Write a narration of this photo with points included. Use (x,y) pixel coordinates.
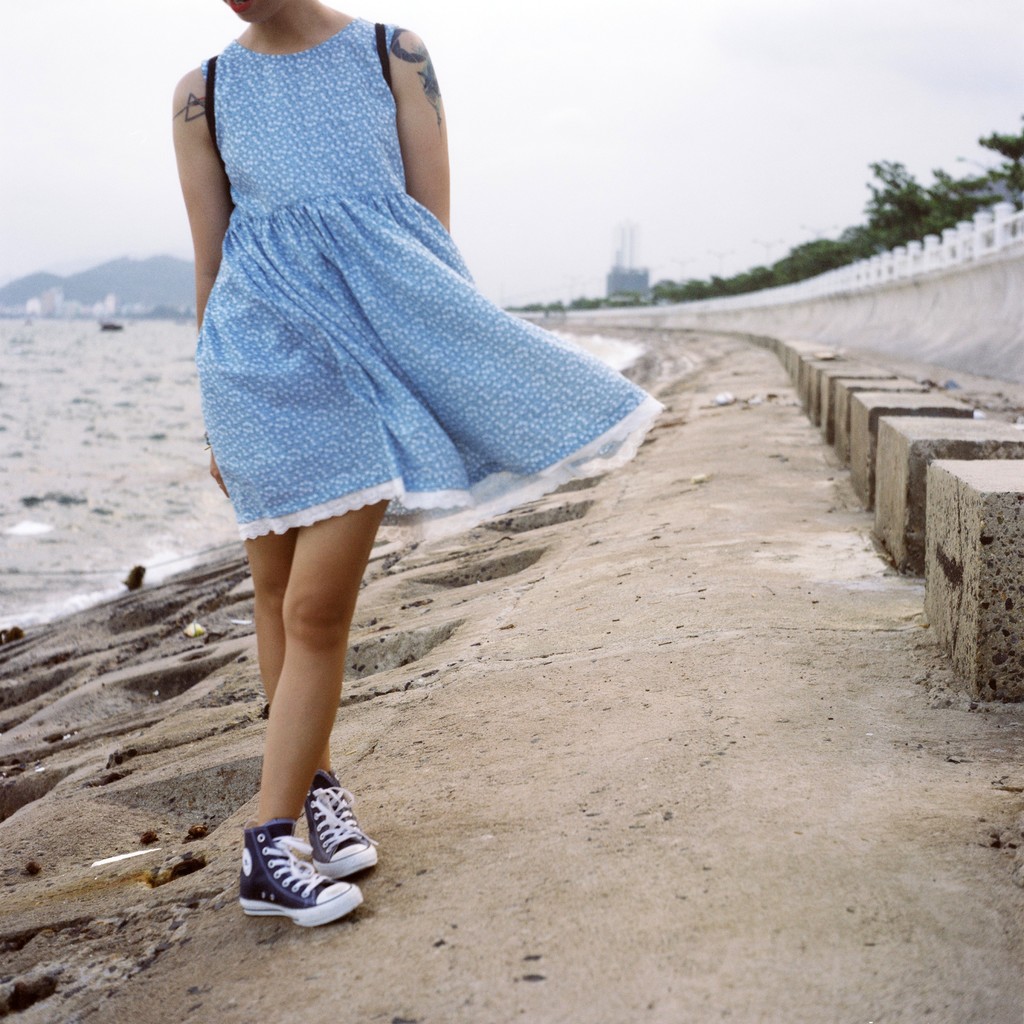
In the foreground of the image (422,67) there is a person (475,291). In the background of the image (117,237) there is water (183,326), mountain (166,281), trees (1012,181), sky (608,134). At the bottom of the image (629,933) there is floor (657,926).
